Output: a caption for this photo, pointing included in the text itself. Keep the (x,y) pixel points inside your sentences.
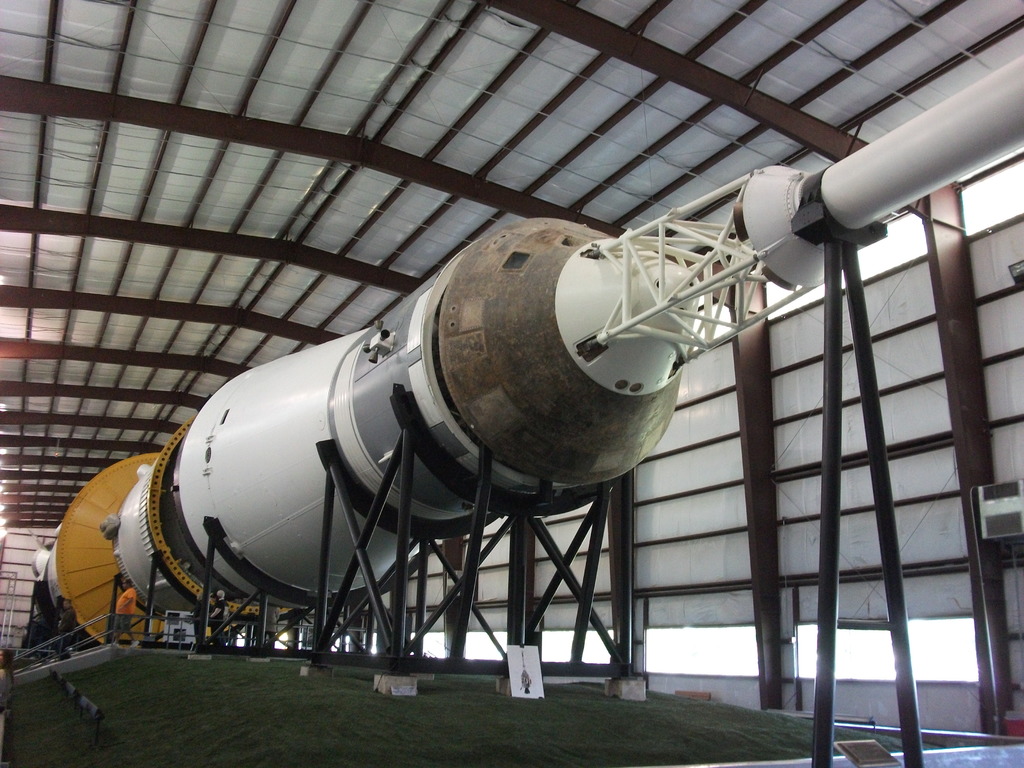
In this image we can see a rocket (718,249) placed on stands (514,559). On the left side (128,599), we can see a person (131,618) standing. In the background (731,679), we can see shed (882,327) with group of poles (117,390).
